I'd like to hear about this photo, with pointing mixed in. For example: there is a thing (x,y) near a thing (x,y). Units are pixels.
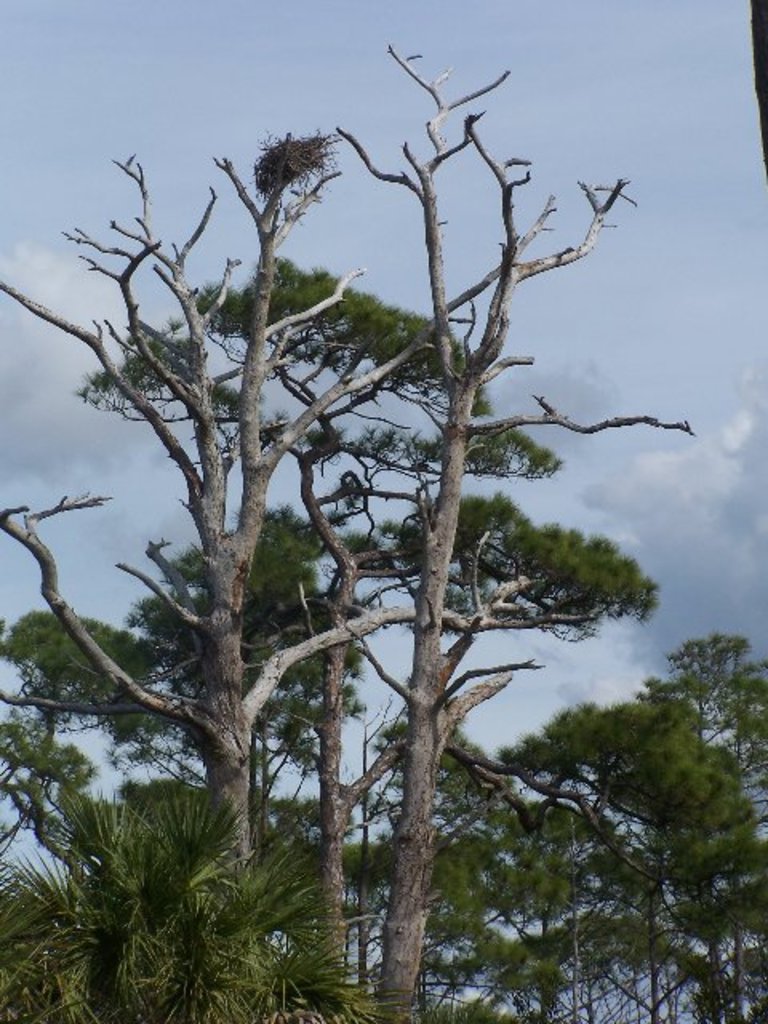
In this image we can see trees (400,959) and in the background (699,602), we can see the cloudy sky (579,74).
